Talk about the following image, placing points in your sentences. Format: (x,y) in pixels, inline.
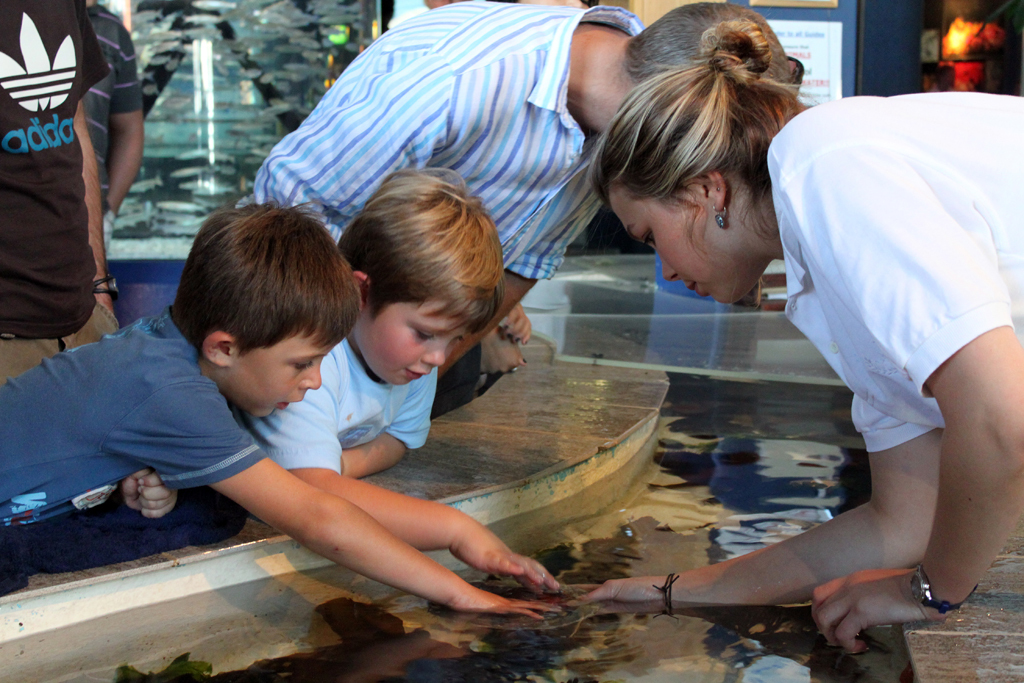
There are people (452,335) and water (764,448) in the foreground area of the image (638,458), it seems like glass door (239,44) and posters (824,67) in the background (230,125).
